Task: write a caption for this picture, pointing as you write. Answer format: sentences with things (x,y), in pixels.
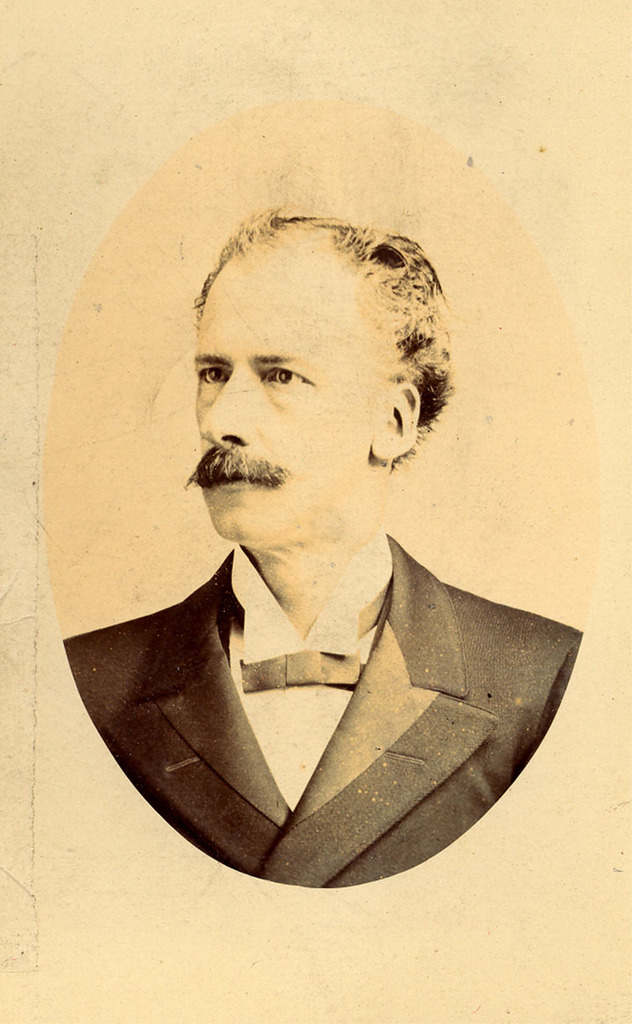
In this image we can see the picture (463,716) of a man (344,465) on the paper (50,803).
